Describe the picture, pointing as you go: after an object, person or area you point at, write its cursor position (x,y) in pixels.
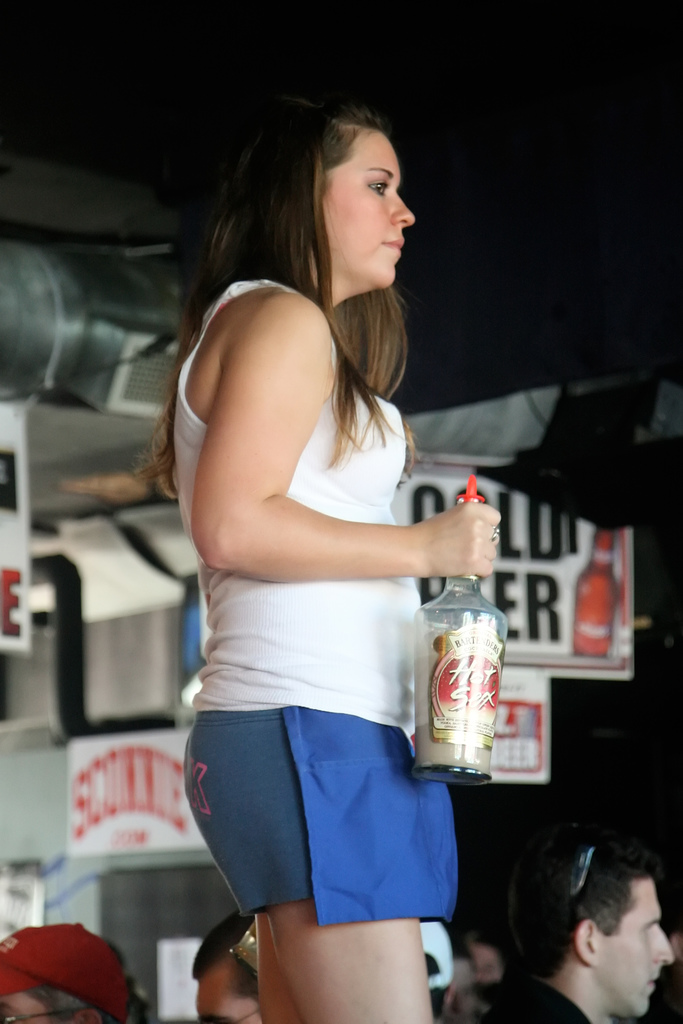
In this picture a lady (308,375) holding a glass bottle (462,716) in one of her hands (483,559). In the background (427,490) there is a label (420,478) cold BEER with red bottle symbol (586,601) beside it. There are also air ducts (90,294) to the top of the roof (77,433).
